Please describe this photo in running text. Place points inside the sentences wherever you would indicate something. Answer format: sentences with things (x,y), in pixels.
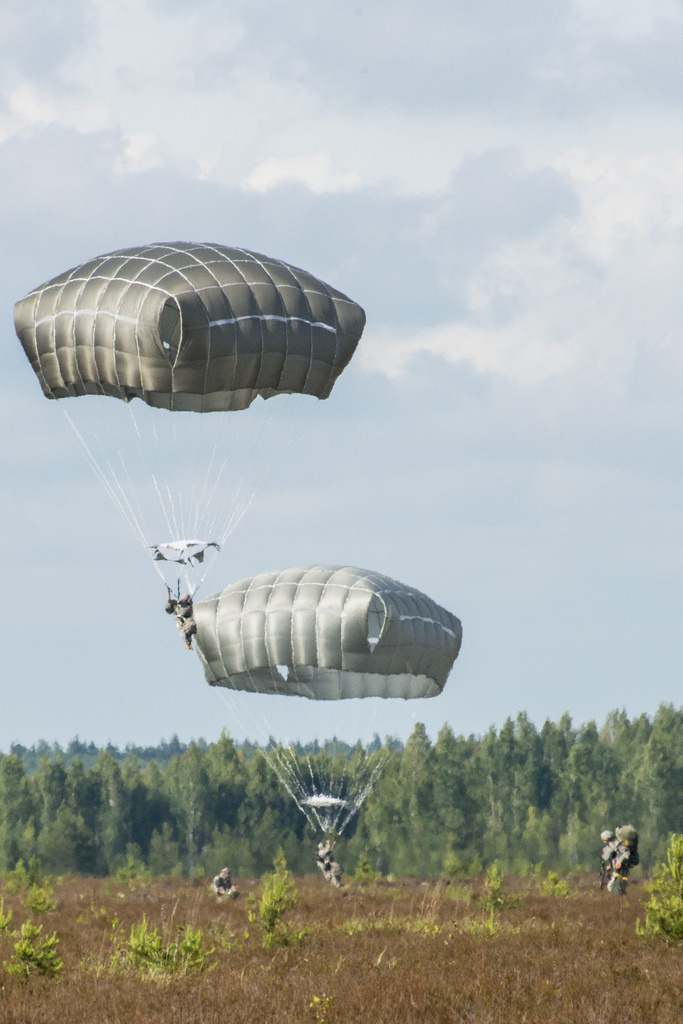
There are two parachutes (198,302). On that there are people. On the ground (263,928) there is grass (423,917) and people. In the background (374,781) there are trees (334,781) and sky (278,166).
